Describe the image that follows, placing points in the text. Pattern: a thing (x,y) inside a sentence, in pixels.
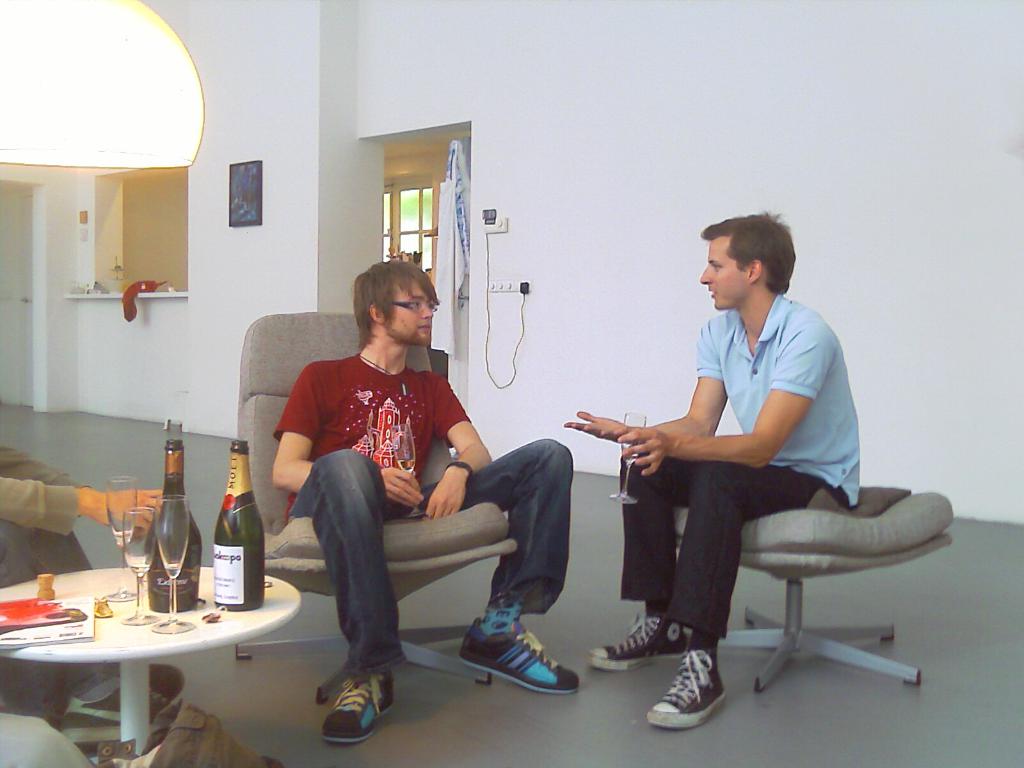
There are two men (657,471) sitting in the chair (442,472) holding a glasses (409,460) in their hands (397,475). On the table (111,573), there are books (57,615), three glasses (140,574) two wine bottles (199,568) were present. In a background (248,191) there is a wall (284,169) and a photo frame (259,178) attached to it.
